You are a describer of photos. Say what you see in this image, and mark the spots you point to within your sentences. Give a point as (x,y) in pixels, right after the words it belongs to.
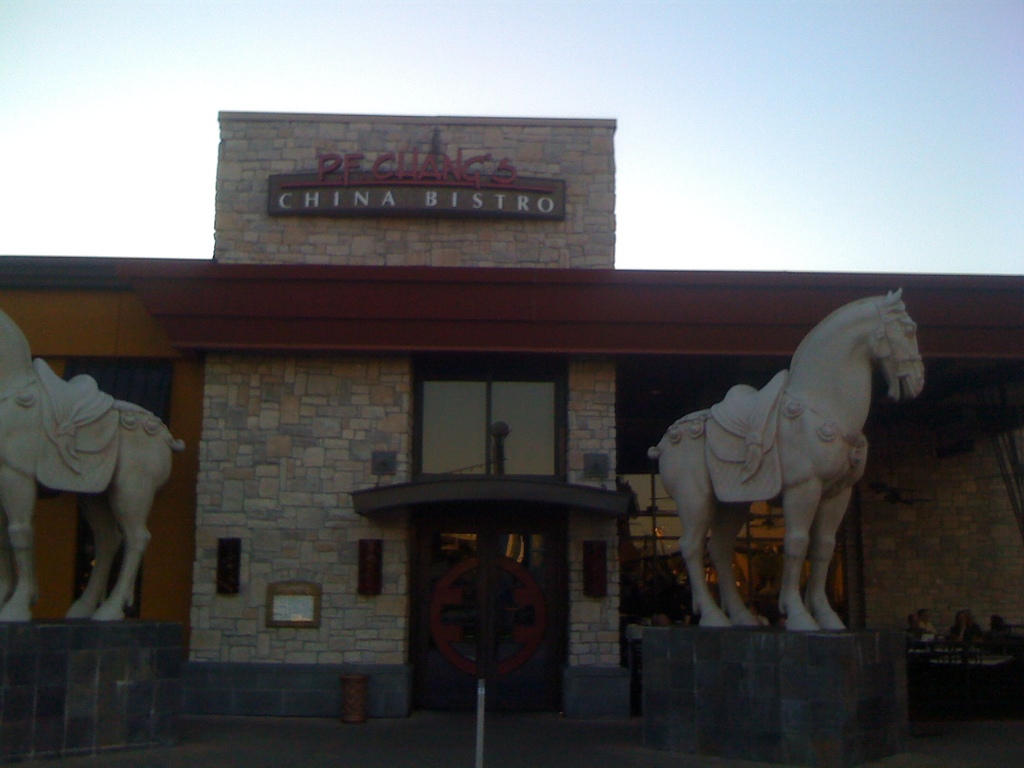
In the center of the image (618,325) there is a building (584,574). There are depictions (685,514) of horses (685,514). At the top of the image (538,43) there is sky (443,58).
